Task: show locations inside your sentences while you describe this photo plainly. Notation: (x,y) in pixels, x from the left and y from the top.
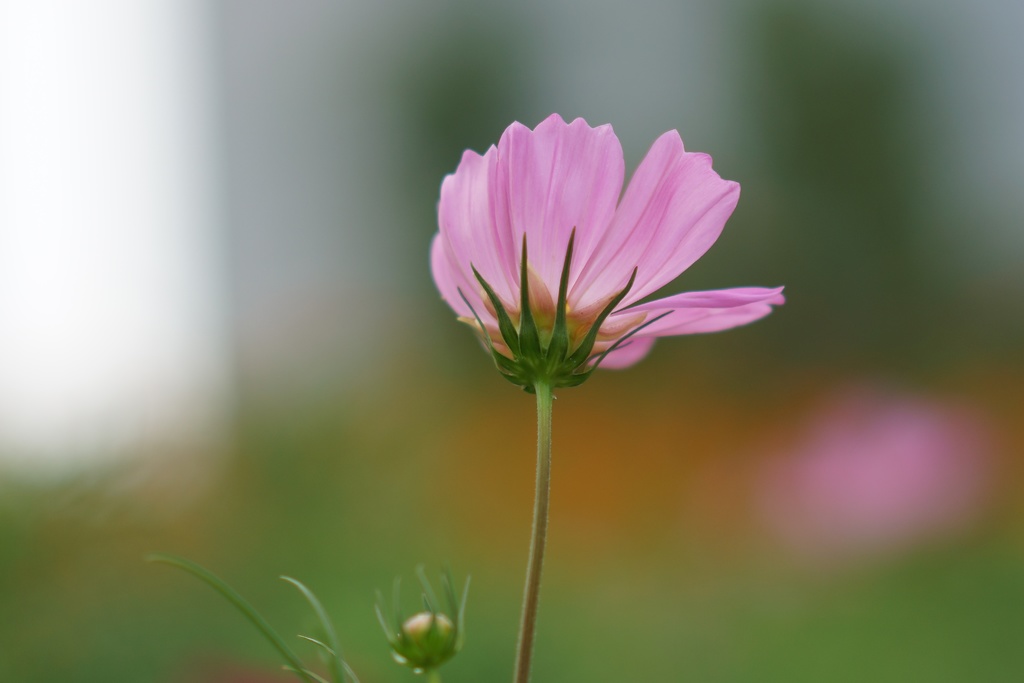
In this image we can see pink color flower (575,279) and stem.
